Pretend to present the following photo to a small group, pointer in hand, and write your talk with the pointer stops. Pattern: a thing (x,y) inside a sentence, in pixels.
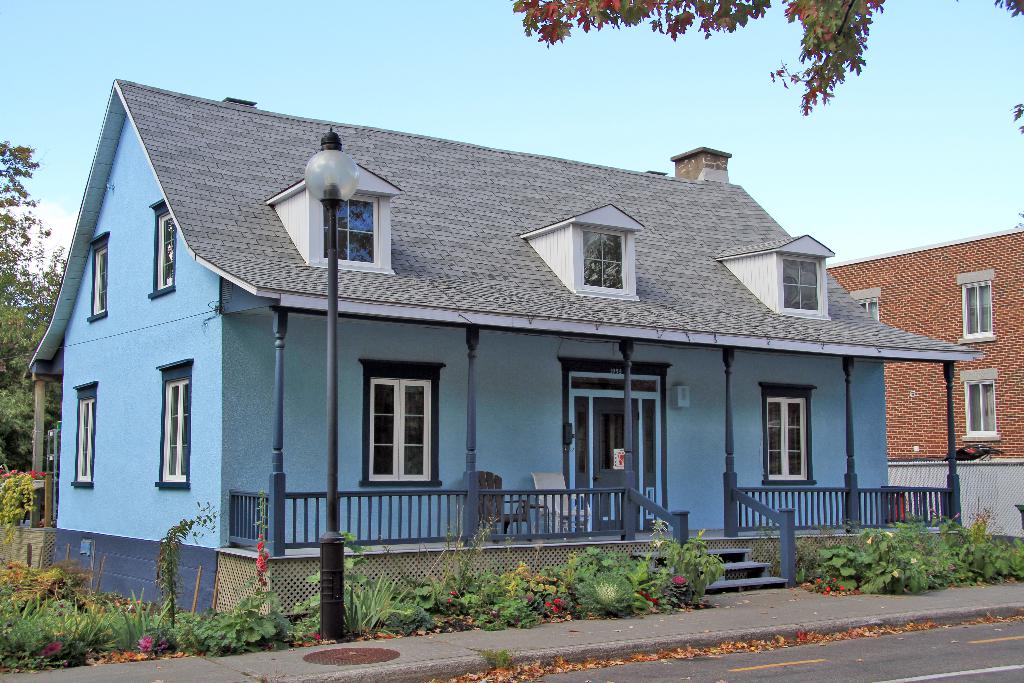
In this picture I can see the path (732,615) and number of plants (474,611) in front (318,618). I can also see a light pole (324,598) on the left side of this image (340,196). In the background (184,340) I can see the buildings (842,400), trees (14,182) and the sky (474,134).
